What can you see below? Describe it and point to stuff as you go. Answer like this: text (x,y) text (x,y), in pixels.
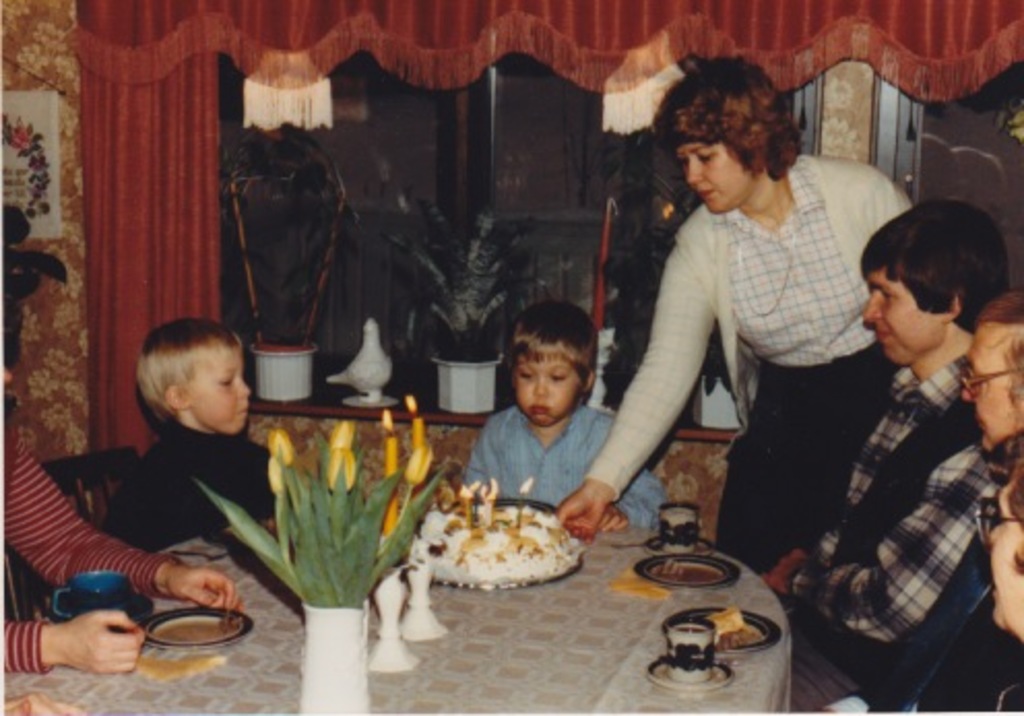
In this image there are five people (699,241) and two children (517,400). In front of the children (527,414) there is a table (563,624) on the table (569,627) there is a cake (535,570), flower pot (327,629), saucer (208,631), cup (118,595) and a cloth (467,641) on it. At the background (398,192) there is a window (360,161) and a curtain (264,63).
